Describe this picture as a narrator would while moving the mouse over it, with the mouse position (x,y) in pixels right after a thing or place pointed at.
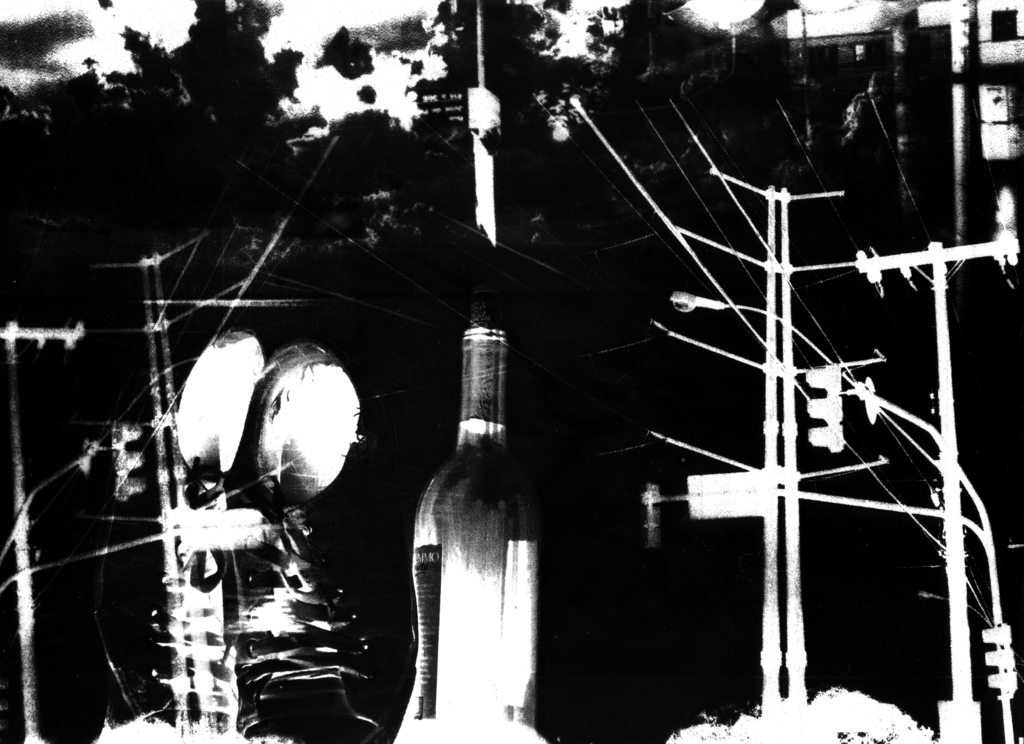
In the foreground of this black and white image, there is a bottle (479,603), poles (770,391), cables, trees (238,101) and it seems like buildings (997,109) on the right (971,115).
